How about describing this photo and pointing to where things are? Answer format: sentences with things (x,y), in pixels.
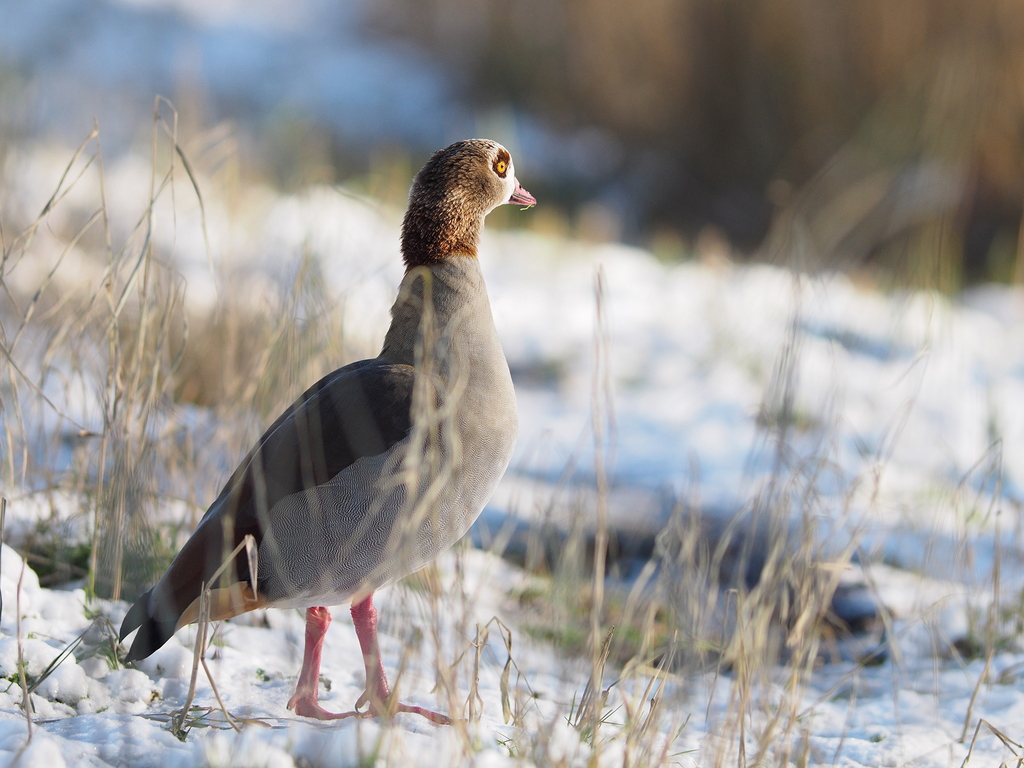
In this image, on the left side (291,446), we can see a bird (370,487) standing on the snow (354,672). In the background (450,16), we can see some plants (436,637), grass (146,469). At the bottom (71,744), we can see a snow (557,450).
